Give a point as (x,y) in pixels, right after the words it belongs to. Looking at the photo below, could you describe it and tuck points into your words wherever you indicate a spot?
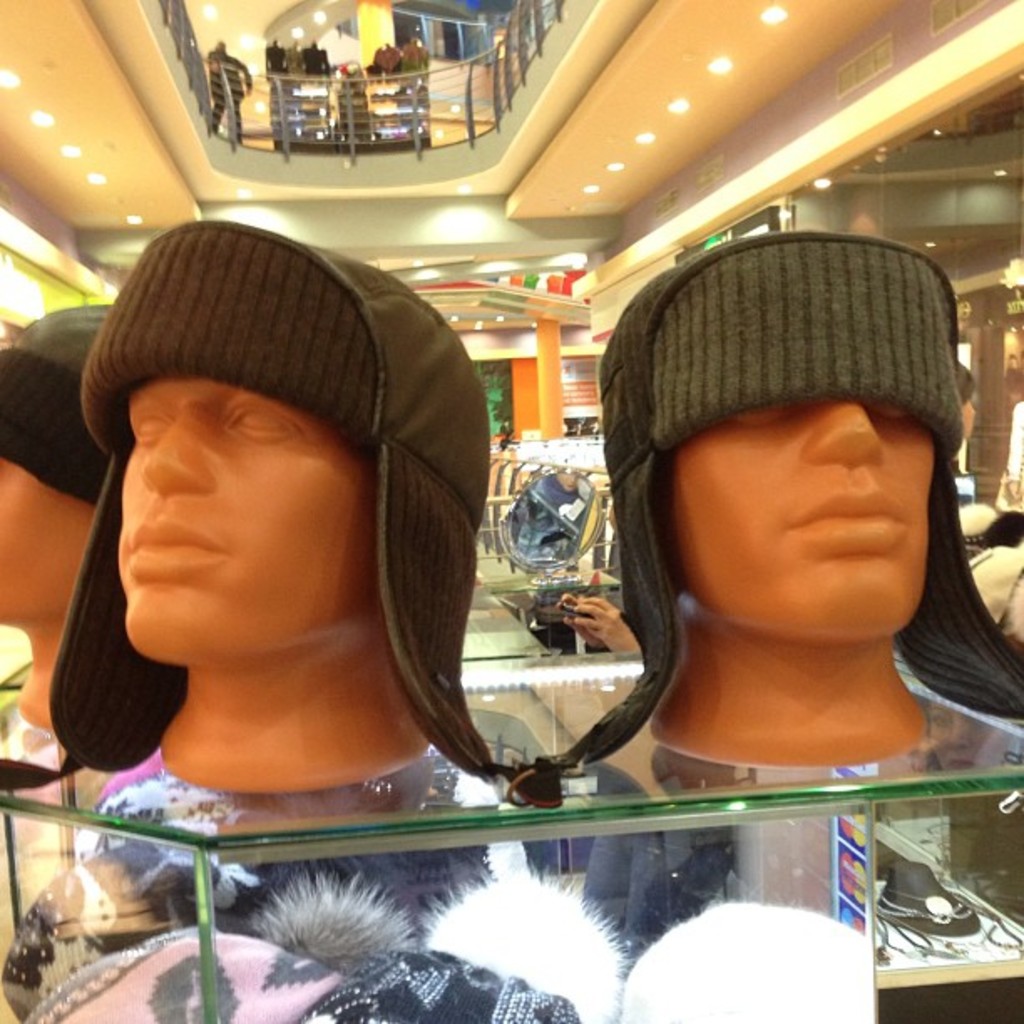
In this image, we can see fur (359,905) and some objects (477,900) inside the glass (609,884) and there are mannequins (259,525) and caps (237,369) on the glass (467,792). In the background (282,121), there are lights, clothes (301,63) and we can see railings (424,131) and there are some other objects (554,347). At the top (592,27), there is roof (636,45).
